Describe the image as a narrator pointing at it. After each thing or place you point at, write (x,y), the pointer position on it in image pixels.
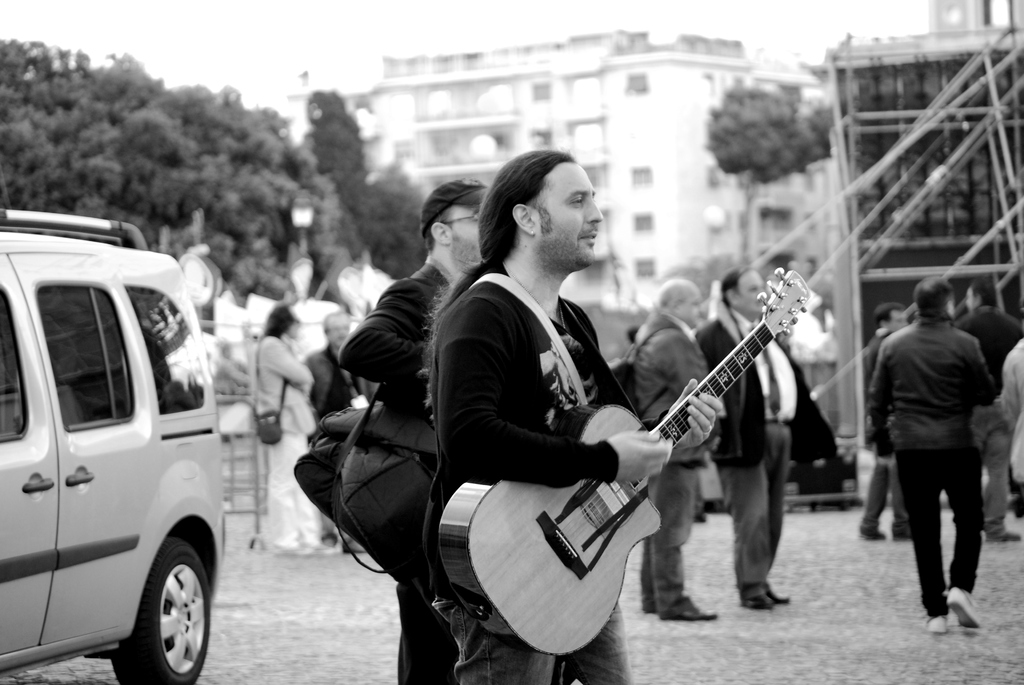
In this image, there are some persons (375,337) standing and wearing clothes (886,377). There is a tree (123,162) and car (152,290) on the left of the image (131,350). There is a building (458,154) at the center of this image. This person (579,367) is holding and playing a guitar (568,557). This person (377,347) is holding a bag (376,430).
